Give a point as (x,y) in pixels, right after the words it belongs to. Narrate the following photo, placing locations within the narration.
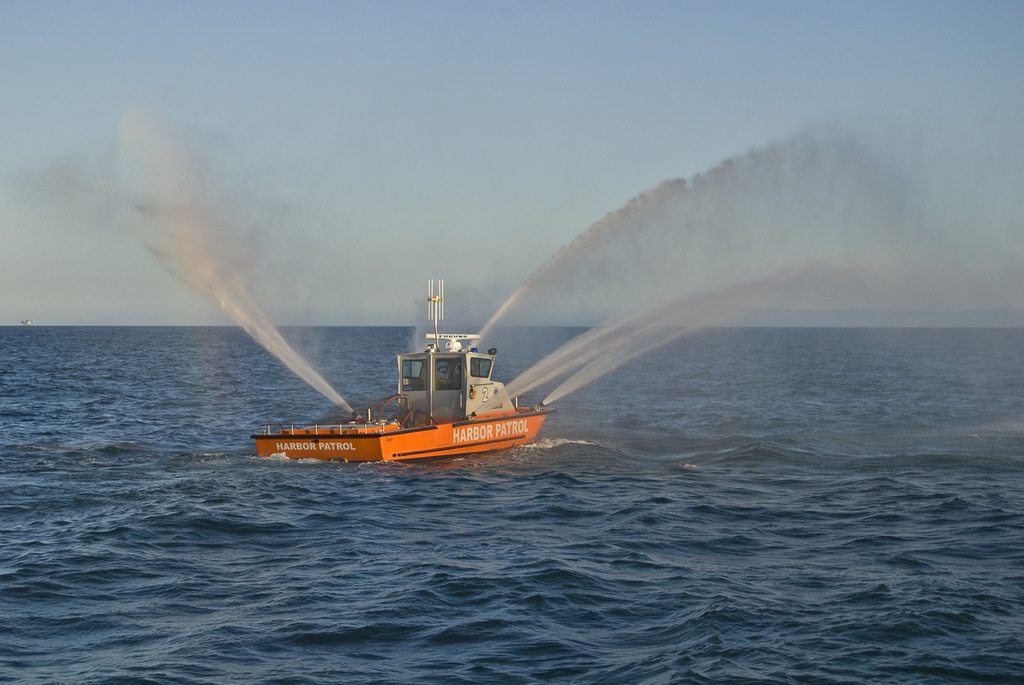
In this image in the center (468,423) there is a boat (443,429) and in the background (130,359) there is an ocean (798,331).
